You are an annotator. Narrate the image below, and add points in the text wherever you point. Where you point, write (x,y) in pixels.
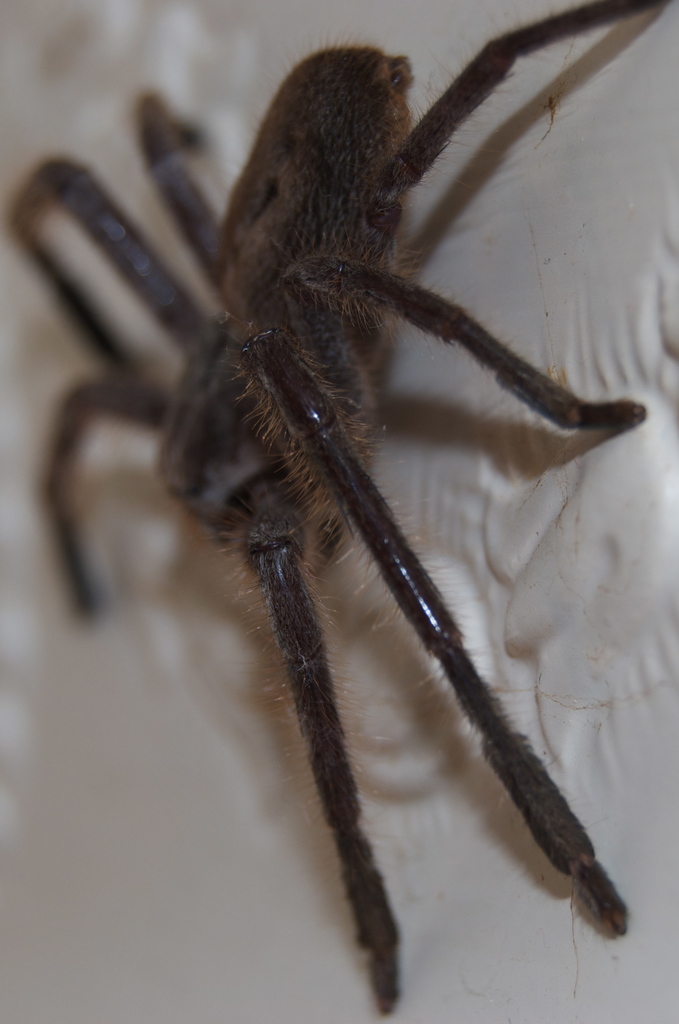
In this picture, we see a spider (316,278) and it is in black color. In the background (159,801), it is white in color and it might be a wall (594,325) or a sheet (526,191). In the background (587,289), it is blurred.
